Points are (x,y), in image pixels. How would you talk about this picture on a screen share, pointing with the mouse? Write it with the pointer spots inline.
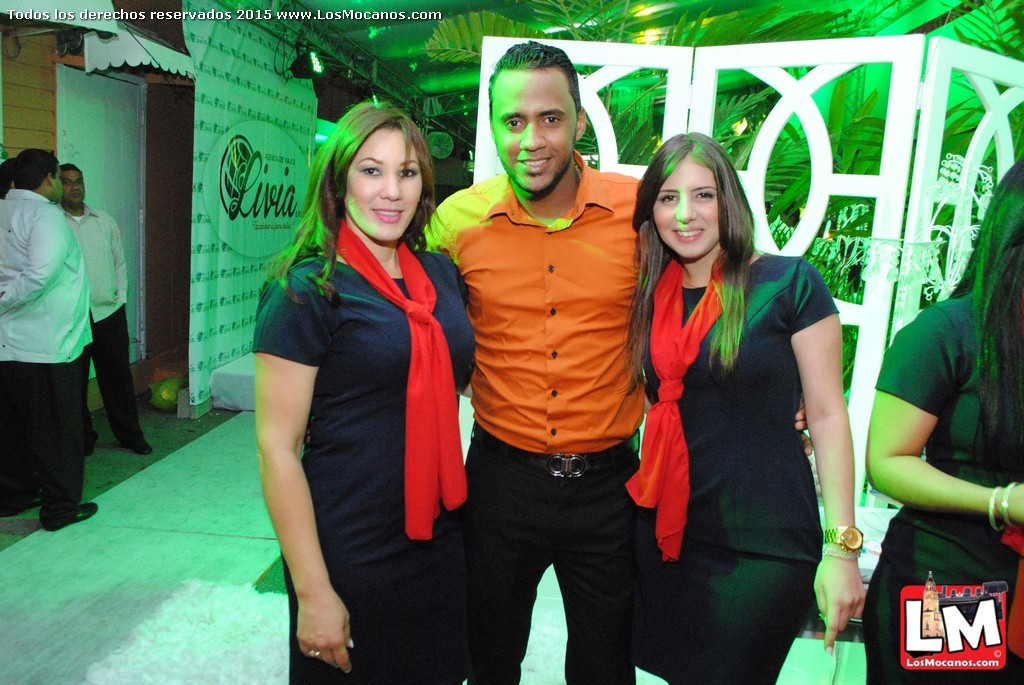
In this picture we can see a man (538,318) wearing an orange shirt (566,326) standing in the front (560,336), smiling and giving a pose to the camera. On both sides we can see two women (702,374) wearing a black dress (706,472) and giving a pose. In the background (915,161) there is a white partition board (696,110). On the left corner (249,94) we can see a white banner (235,153).
